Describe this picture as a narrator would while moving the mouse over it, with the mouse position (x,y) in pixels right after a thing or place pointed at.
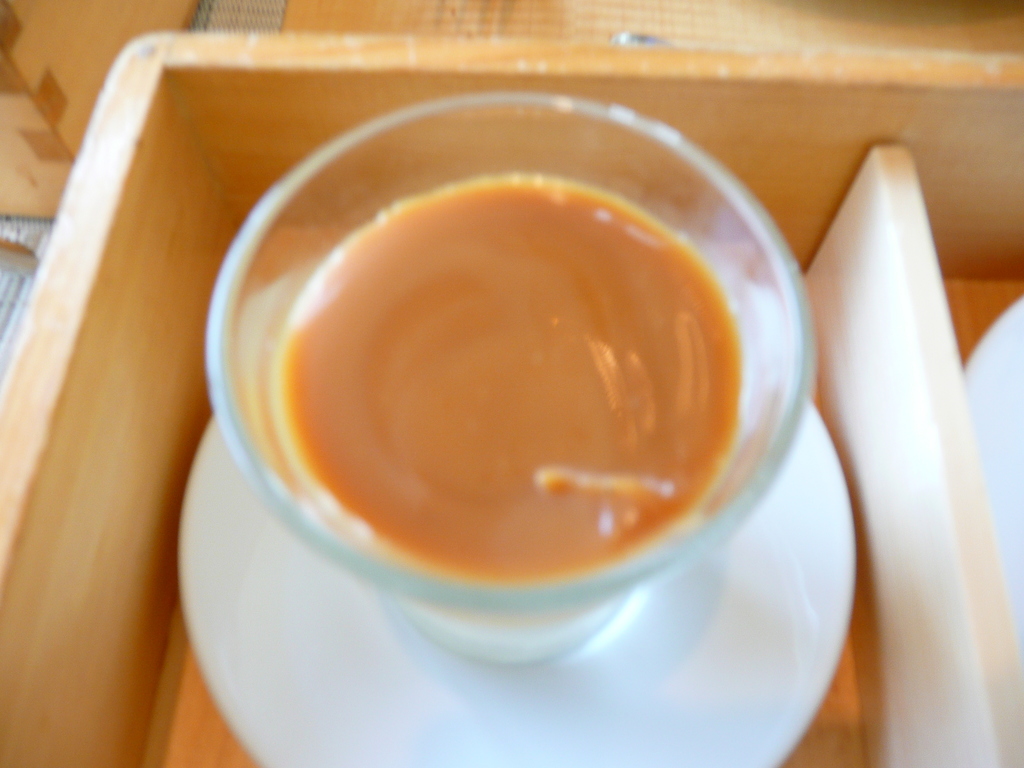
In this picture there is a glass (261,219) of juice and a saucer (666,654).
